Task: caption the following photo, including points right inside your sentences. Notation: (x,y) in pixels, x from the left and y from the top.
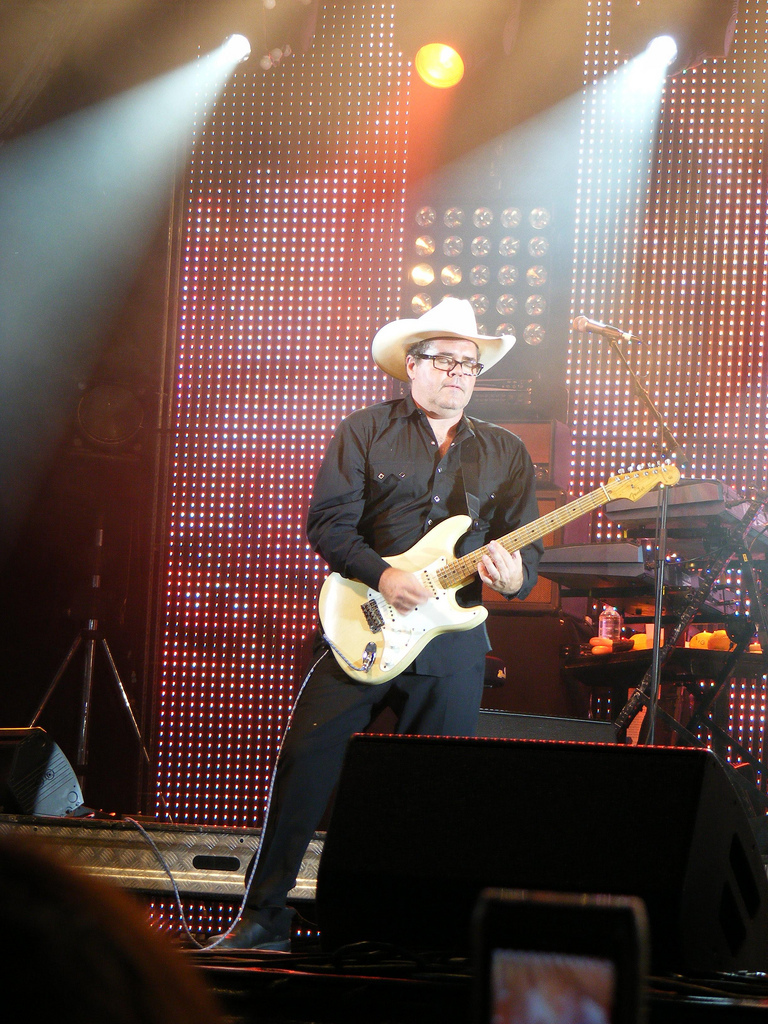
In this image I can see a man (462,345) is standing and holding a guitar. I can also see he is wearing a cap (395,355) and a specs (478,364). Here I can see a mic (576,320) and in the background (393,44) I can see few lights (652,322).
